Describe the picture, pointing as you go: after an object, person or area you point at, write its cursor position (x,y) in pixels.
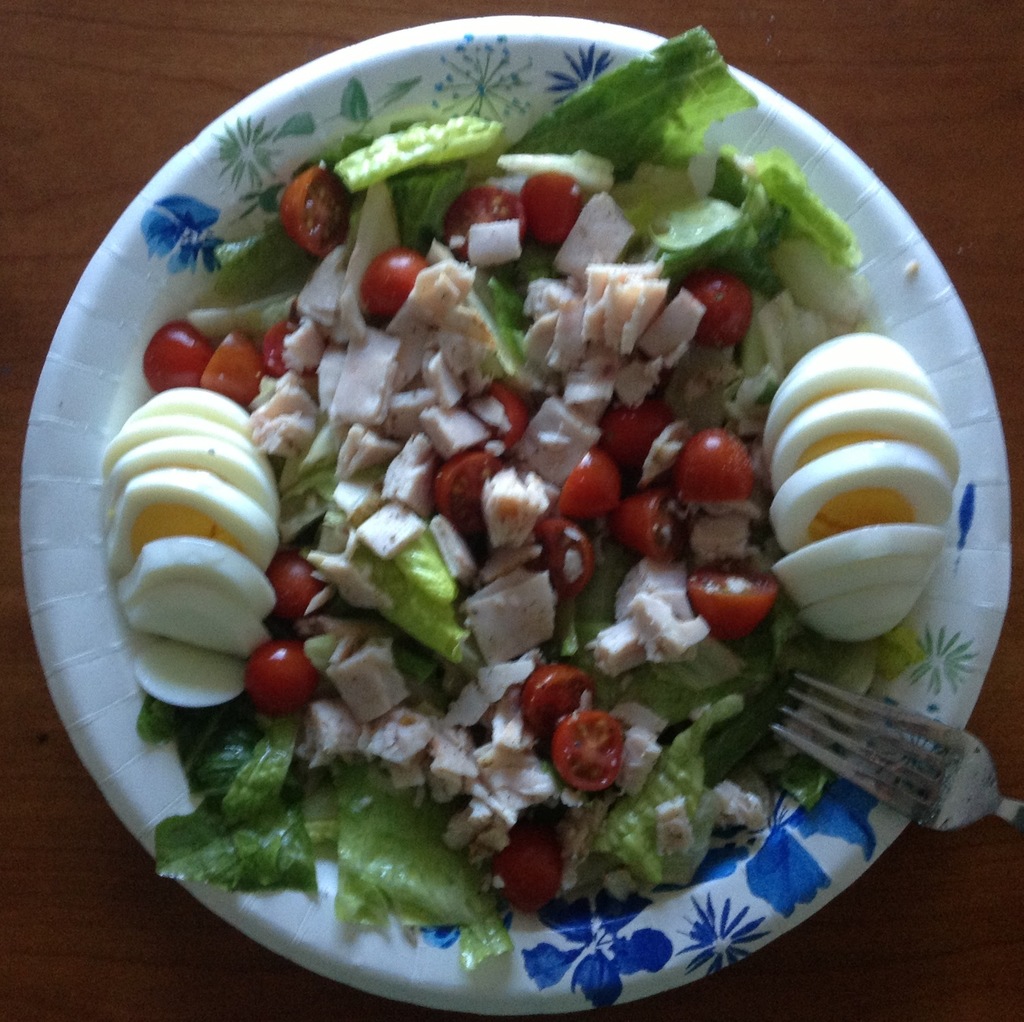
In this picture we can see food (599,506) and a fork (851,761) in the plate (138,692).
